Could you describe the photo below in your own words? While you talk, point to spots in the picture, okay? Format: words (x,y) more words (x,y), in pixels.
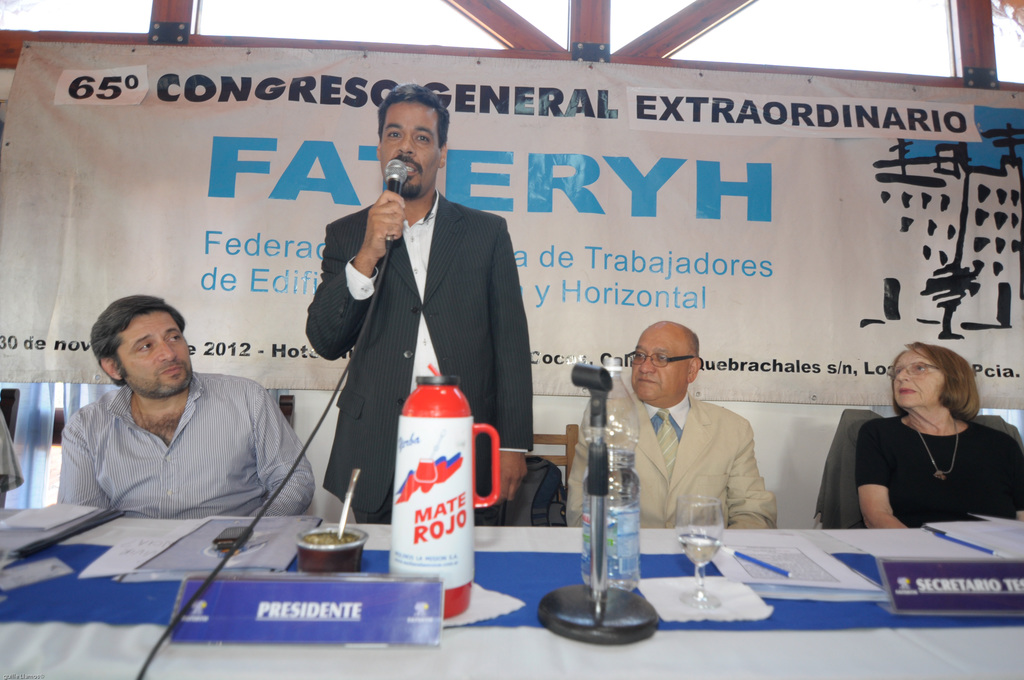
At the bottom of the image (395,668) there is a table (591,672) with bottles (455,396), mic stand (589,591), glass (703,575) with water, name boards (1006,565), tissues (691,579), papers (1010,524), pens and some other things (212,538). Behind the table (657,570) there are three persons (141,425) sitting. There is a man (445,245) standing and holding a mic (395,178) in his hand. Behind them there is a poster (500,96) with something written on it.
